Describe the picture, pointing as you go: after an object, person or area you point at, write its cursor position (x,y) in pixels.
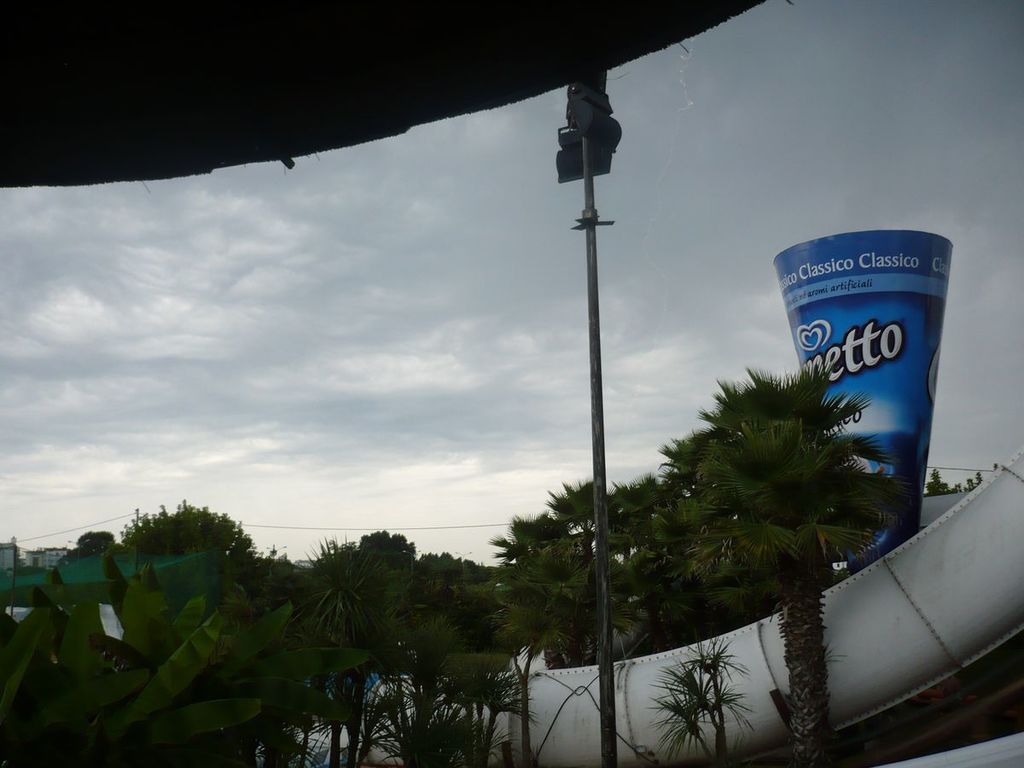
In this image, I can see the trees (531,597). This looks like a sliding board (876,669). Here is a pole (599,391) with the lights (569,172) attached to it. I think this is the hoarding (883,395) of an ice cream (908,381), which is a cone shape (881,299). These are the clouds (572,332) in the sky (340,326).
